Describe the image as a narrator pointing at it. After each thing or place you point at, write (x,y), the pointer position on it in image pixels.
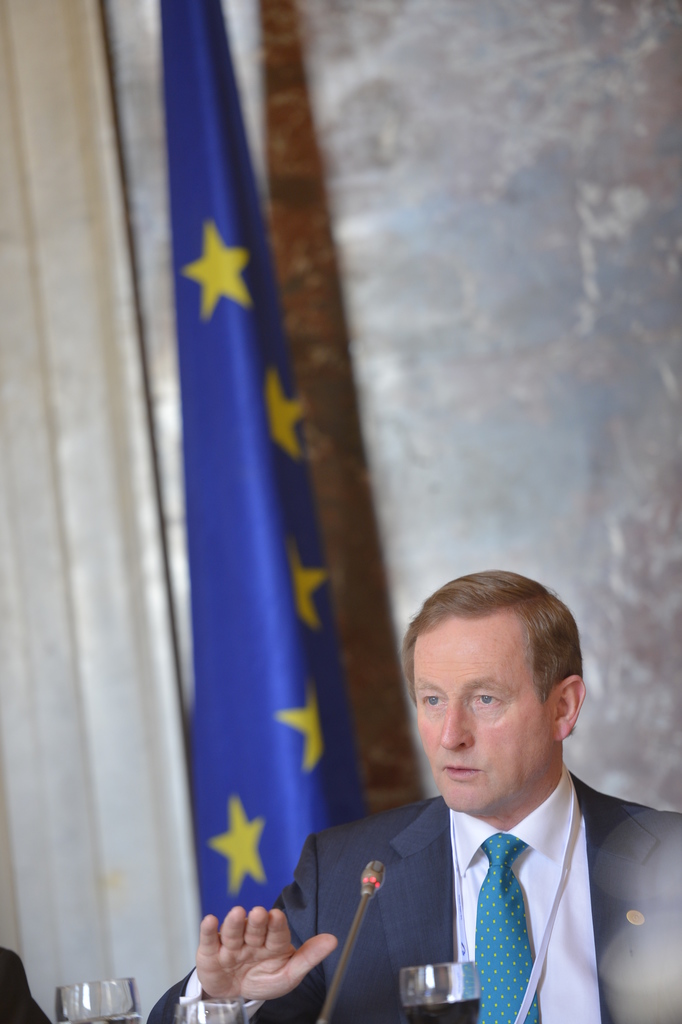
Here we can see a man (507,719) and three glasses (85,1006) with liquid (95,1020) and microphone (362,912). In the background (205,357) there is a flag (229,357), curtain (81,693) and a wall (466,458).
